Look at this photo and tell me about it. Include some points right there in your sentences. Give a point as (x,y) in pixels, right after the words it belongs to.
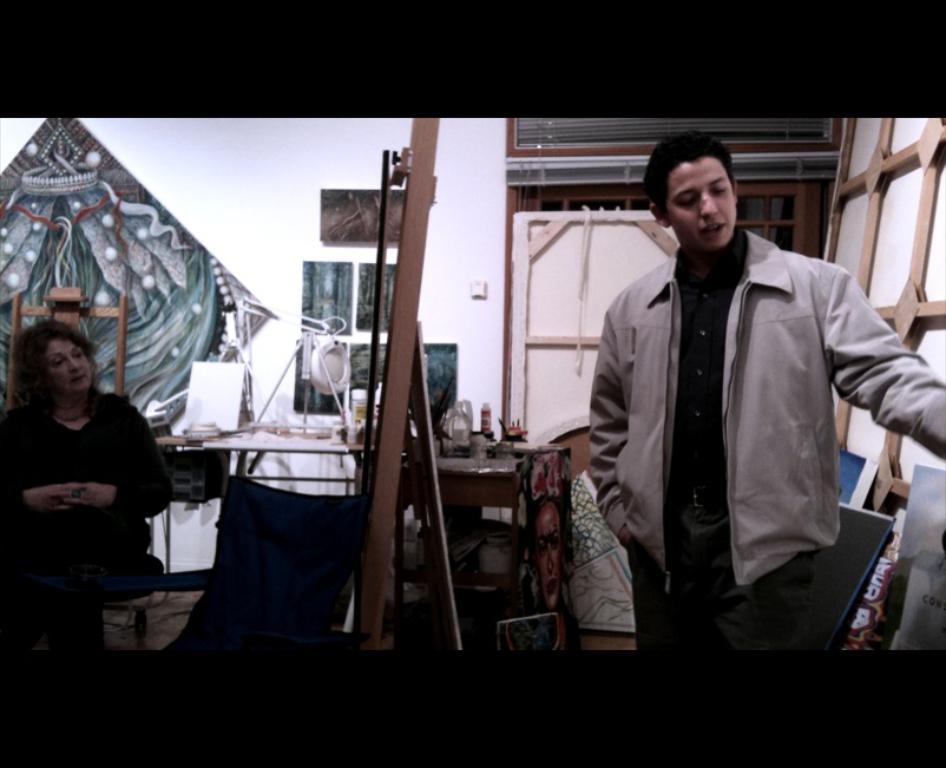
In this picture we can see two people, here we can see chairs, table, wooden sticks (932,220) and some objects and in the background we can see a wall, frames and window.
